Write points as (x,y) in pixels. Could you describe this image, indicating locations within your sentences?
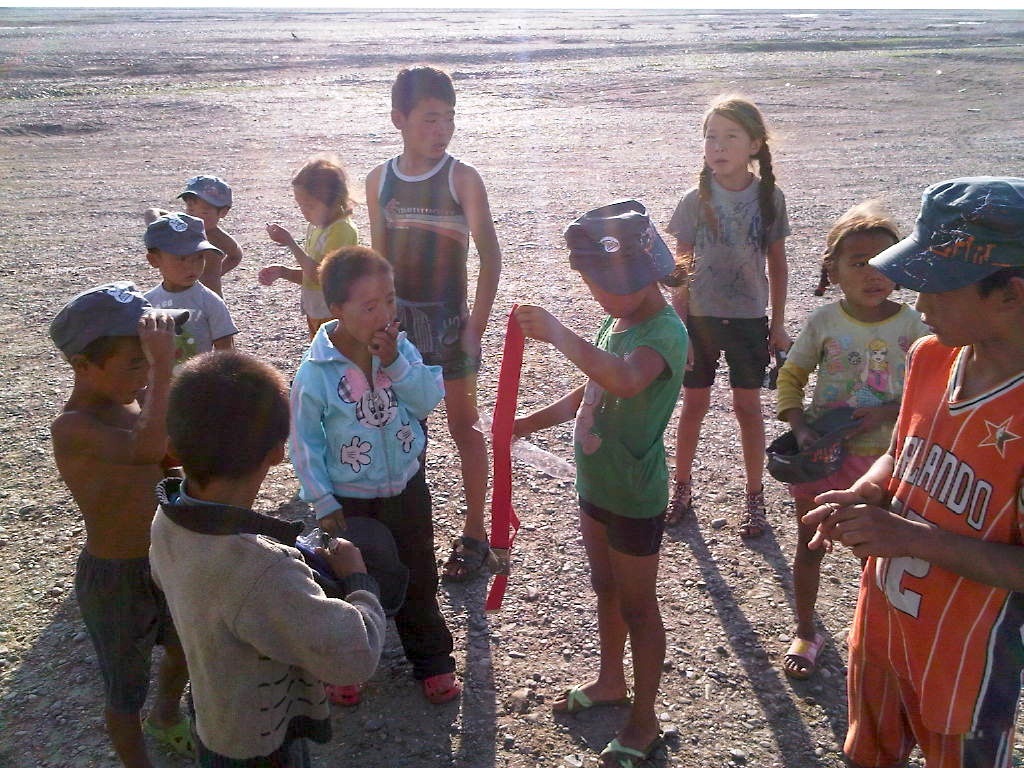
This image consists of many children (626,500). They are standing on the ground (719,74). In the background (719,74), we can see the land (76,123). At the bottom (409,680), there is a land (532,687). In the middle (508,494), the child (552,403) is holding a red cloth (499,453).
